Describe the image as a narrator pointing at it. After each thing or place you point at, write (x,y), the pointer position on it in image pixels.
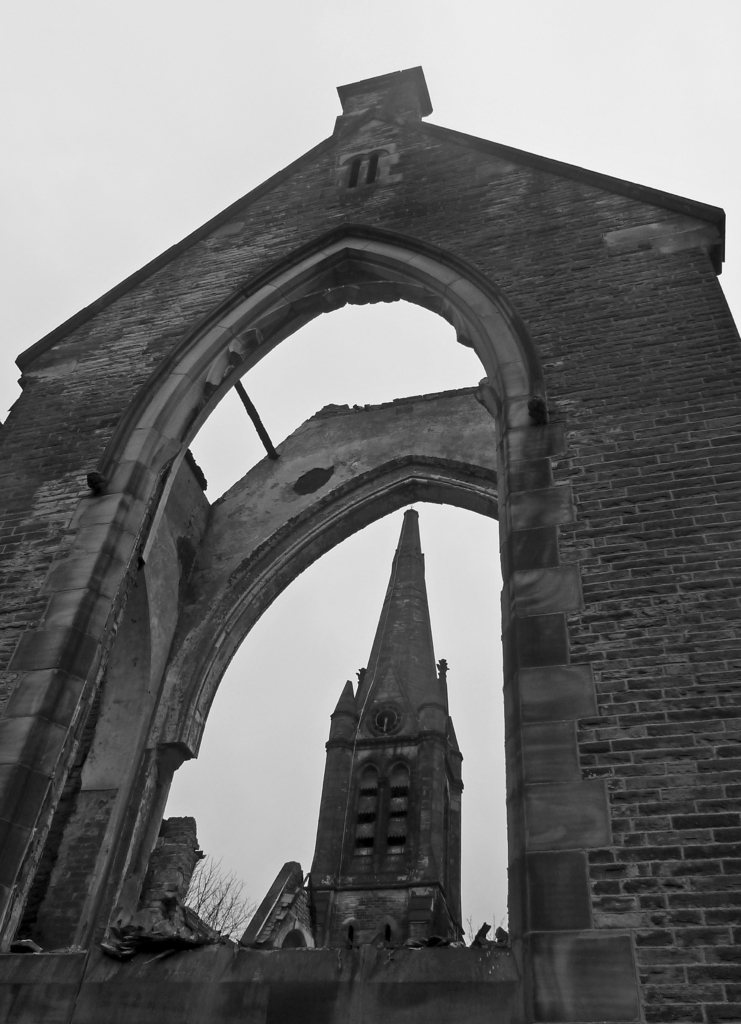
This picture is clicked outside. In the foreground (556,294) we can see the brick walls (404,197) on which we can see the arch (392,249). In the center (427,673) there is a spire (417,553). In the background (307,749) we can see the sky (331,671).
